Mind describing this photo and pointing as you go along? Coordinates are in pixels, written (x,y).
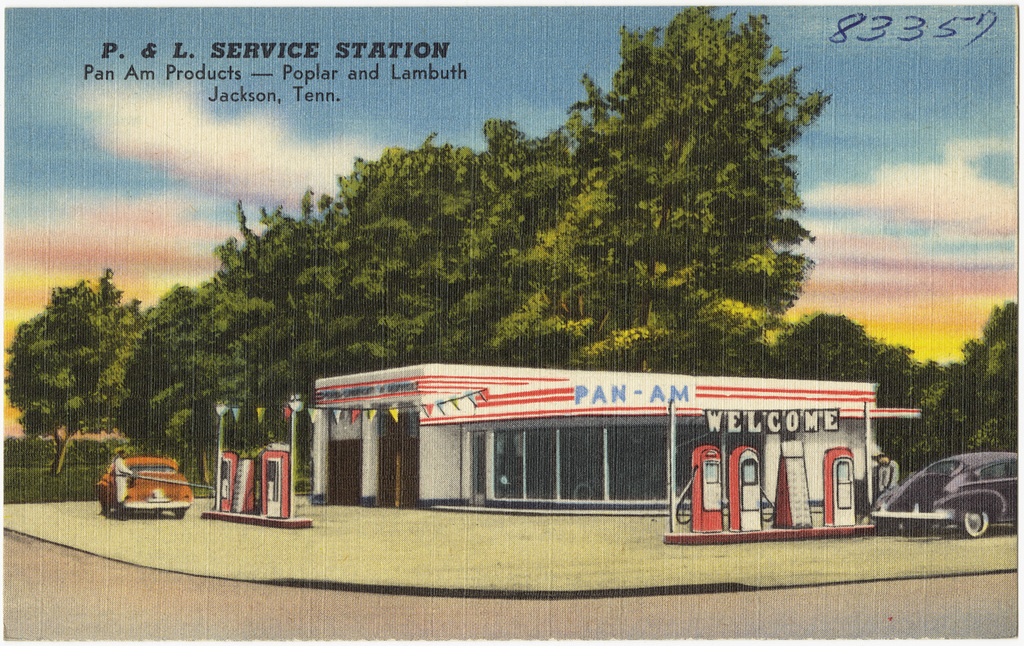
This image is a depiction. In this image we can see a building (457,417), flags (438,408), booths (284,476) and also the vehicles (960,494). We can also see the road (513,619), path (655,551), people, trees (206,407) and also the sky (288,154) with the clouds (284,176). We can also see the text (314,44) and also numbers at the top (856,25).
